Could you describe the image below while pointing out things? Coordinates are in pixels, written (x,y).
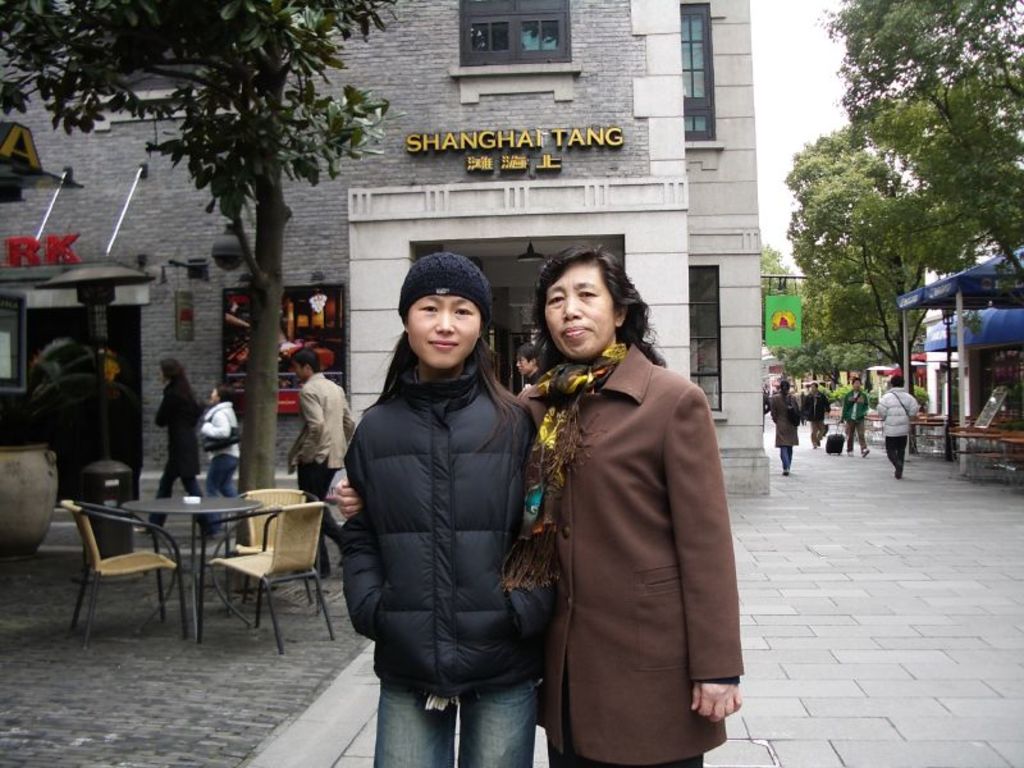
At the top (801,79) we can see sky (781,115). These are trees (275,153). This is a building (664,131). This is a board (770,317). Here we can see few persons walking on the road (815,515). Here we can see two women (692,461) standing and giving a still to the camera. Here we can see few persons (315,440) walking. These are chairs (268,501) and a table (214,499).
